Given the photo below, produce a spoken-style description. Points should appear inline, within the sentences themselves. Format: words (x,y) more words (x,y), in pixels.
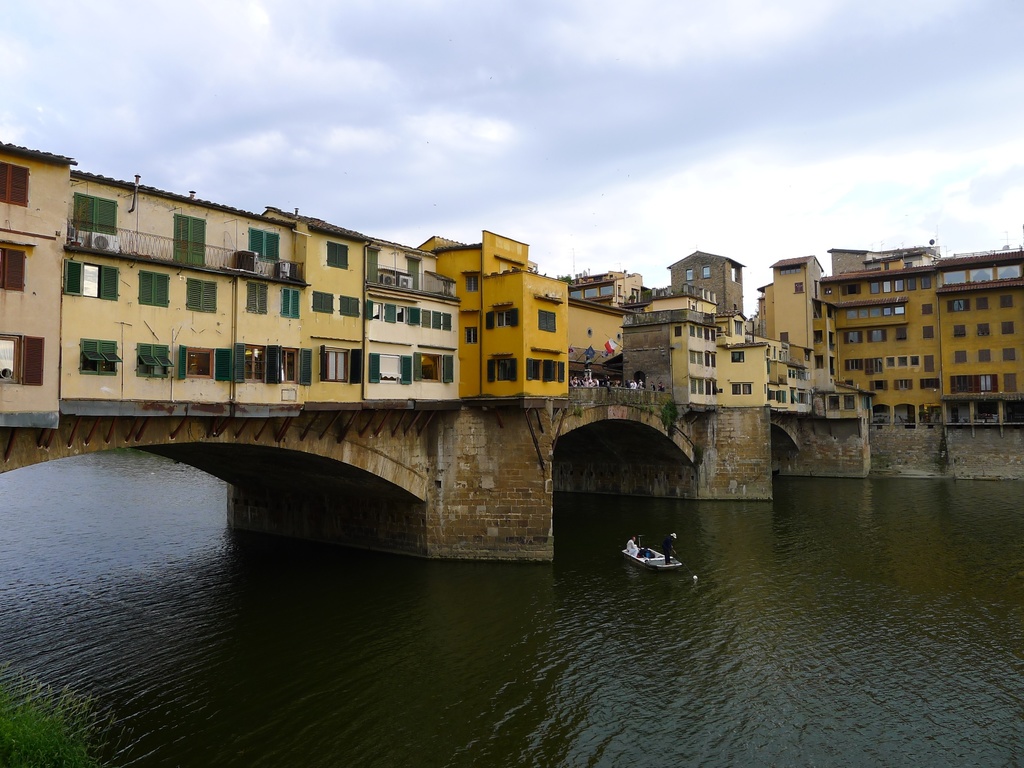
At the center of the image (530,283) there are buildings (865,306) on the bridge (515,544). At the bottom of the image (443,575) there is a water (670,590) and a boat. At the top of the image (585,134) there is a sky (669,138).
